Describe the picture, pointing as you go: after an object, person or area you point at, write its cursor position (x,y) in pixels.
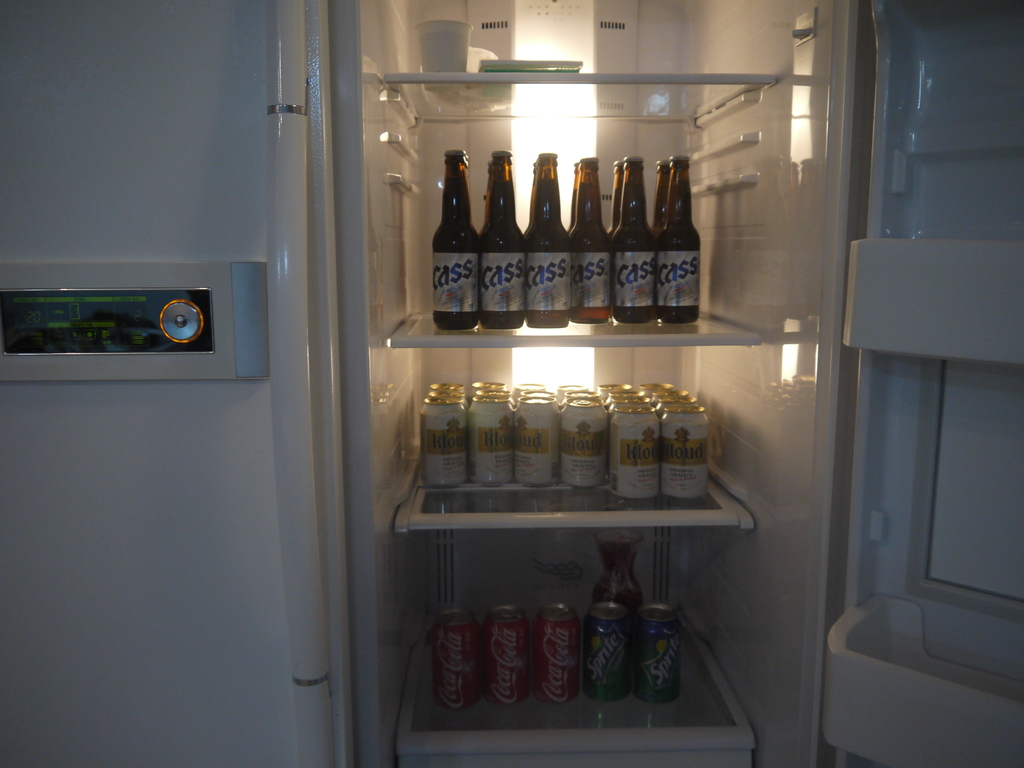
In this picture we can see bottles (680,264) in the refrigerator (894,23).
